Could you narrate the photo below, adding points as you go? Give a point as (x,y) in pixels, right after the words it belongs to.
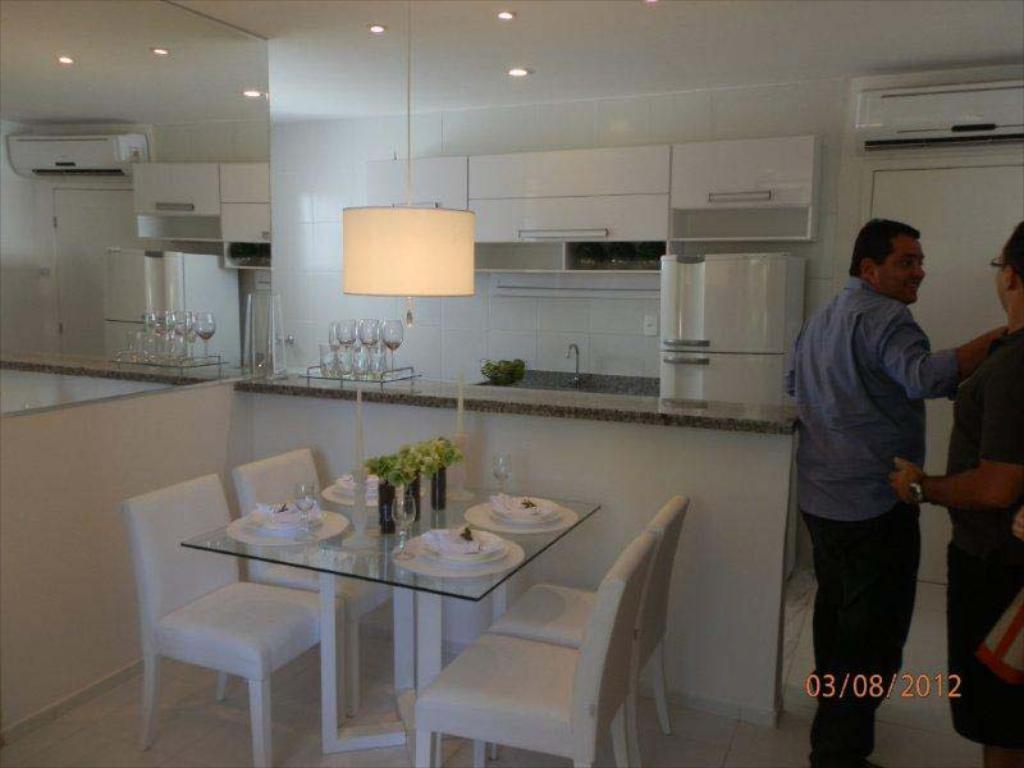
In this picture we can see two persons (837,601) are standing on the floor (676,720). This is table (509,537). On the table (412,546) there are plates (492,549) and these are the chairs (519,614). Here we can see some glasses (370,339) and these are the lights (159,49).
